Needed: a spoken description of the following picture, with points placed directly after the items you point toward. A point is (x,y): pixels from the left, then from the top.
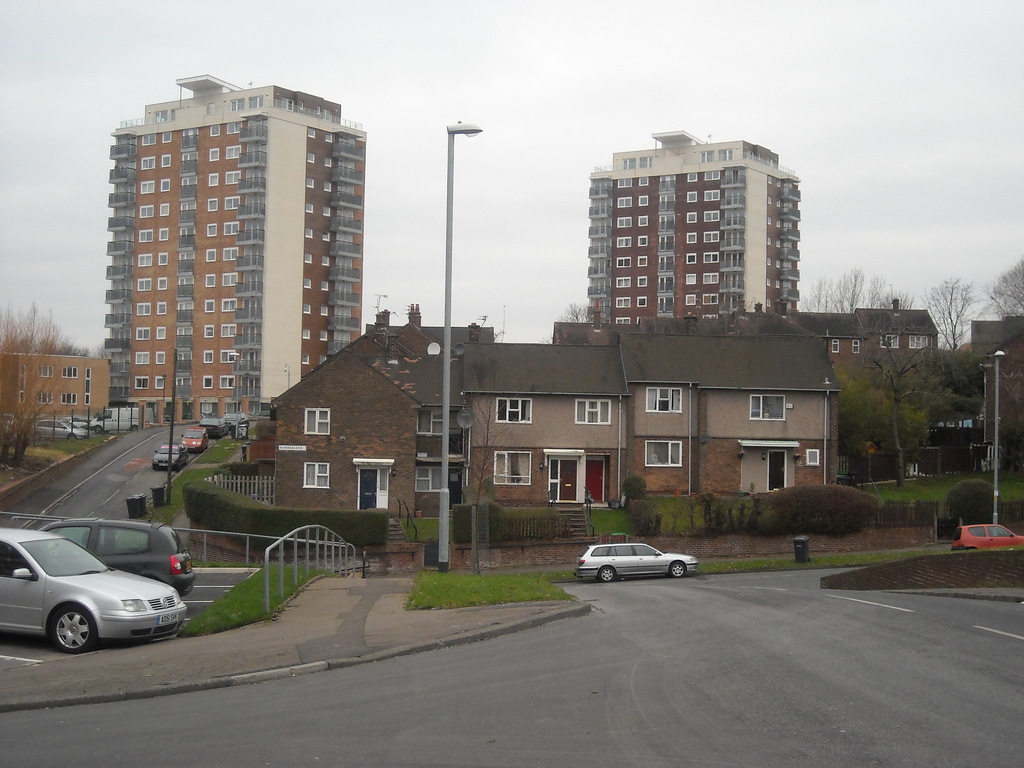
In this image I see the road (55,729), fencing (332,557), cars (39,425), grass (304,567), bushes (346,543) and I see number of buildings (414,337) and I see the poles (170,454) and the trees (53,338) and in the background (103,262) I see the sky (906,240).
